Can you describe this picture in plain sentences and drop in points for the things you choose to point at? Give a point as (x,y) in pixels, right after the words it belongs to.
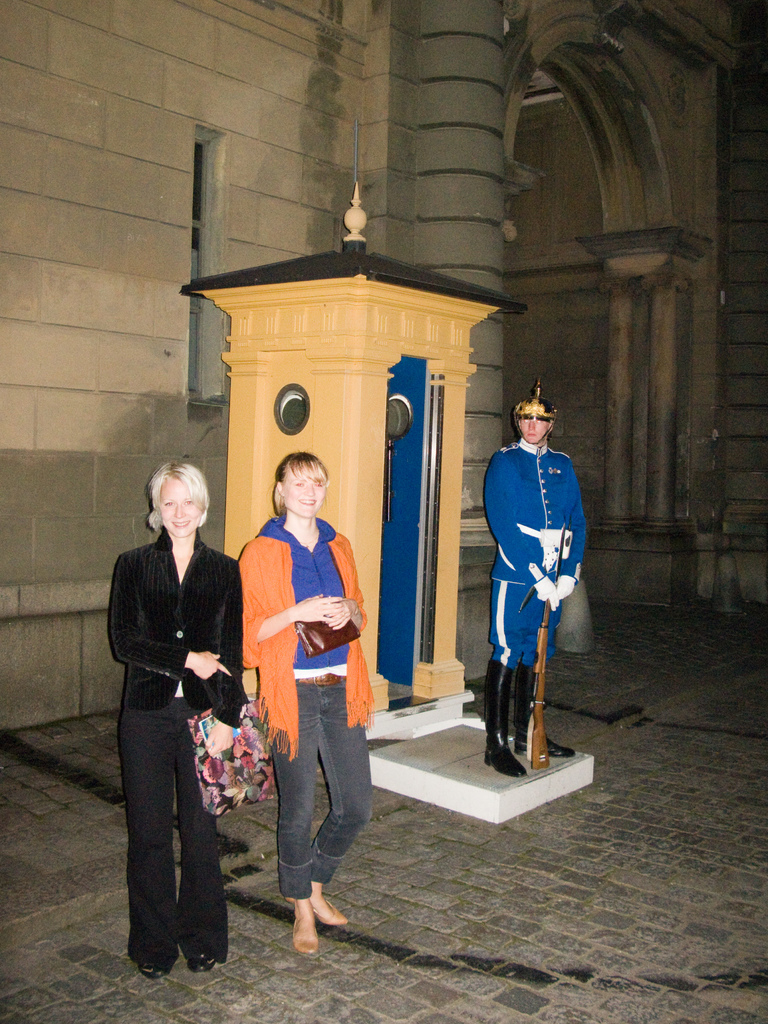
In this picture we can see there are three people (250,638) standing and a person (513,600) in the blue dress (522,600) is holding a gun (540,643). Behind the person (530,688), it looks like an architecture (388,538). Behind the people (297,469) there is a building (250,66).
